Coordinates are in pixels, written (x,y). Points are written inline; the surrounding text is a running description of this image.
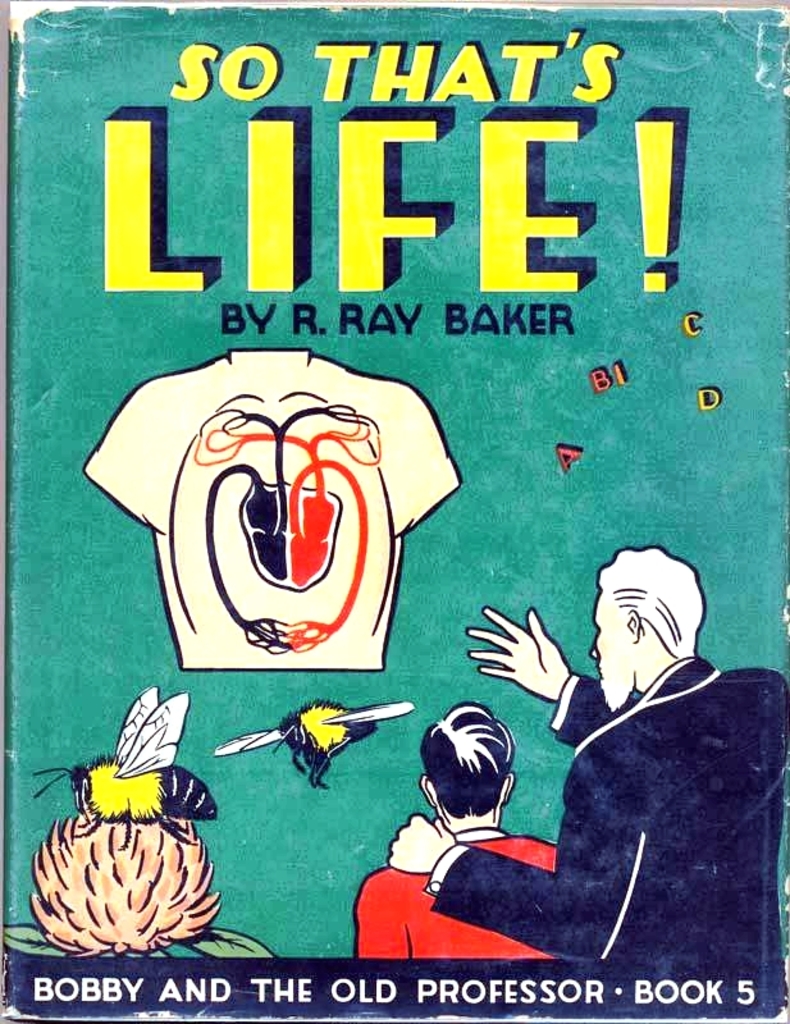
In the image there is a poster (639,350) with green background (623,68). At the bottom right corner of the image (682,804) there are two men (501,867). And at the bottom left corner of the image (112,867) there is a flower (85,923) with bees (173,786). And in the middle of the poster (339,638) there is a shirt image (246,573). At the top of the poster (678,276) there is something written on it.
